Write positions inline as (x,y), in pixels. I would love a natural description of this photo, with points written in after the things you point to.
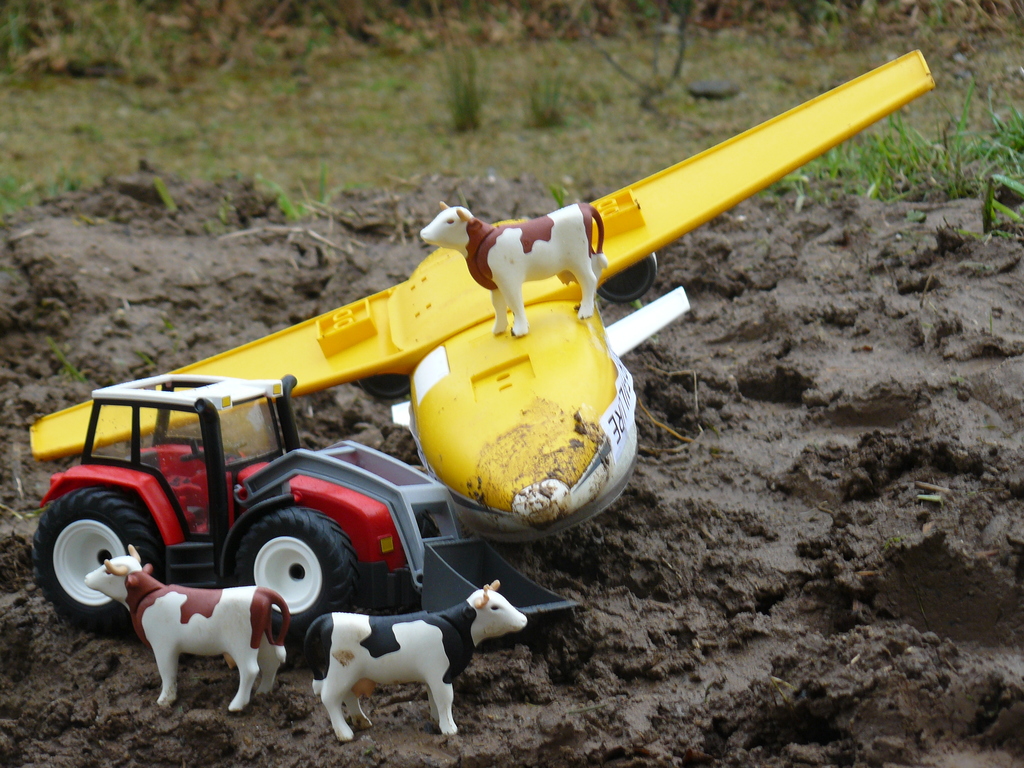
In this image there are cows (379,622), tractor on the surface (250,277) of the soil (775,535). At the background (206,101) there is a grass (331,62) on the surface (271,58).
